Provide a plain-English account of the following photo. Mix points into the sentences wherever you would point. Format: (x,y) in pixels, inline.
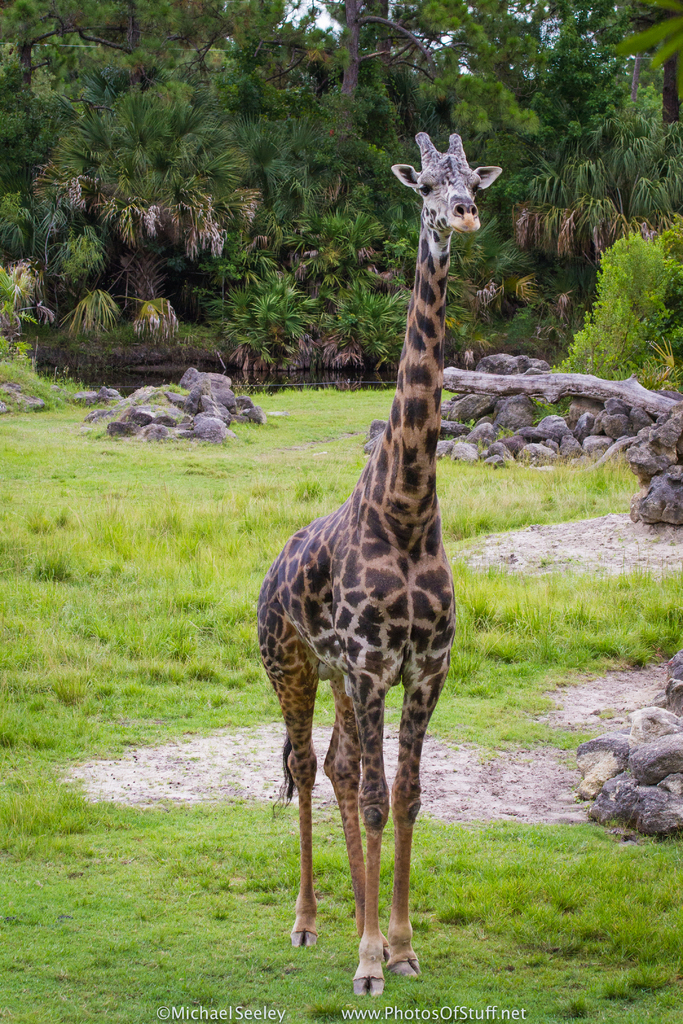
This image consists of a giraffe (275,642). At the bottom (284,910), there is green grass (337,884). And we can see the rocks (656,828) on the ground (671,863). In the background (319,224), there are trees (233,154).
